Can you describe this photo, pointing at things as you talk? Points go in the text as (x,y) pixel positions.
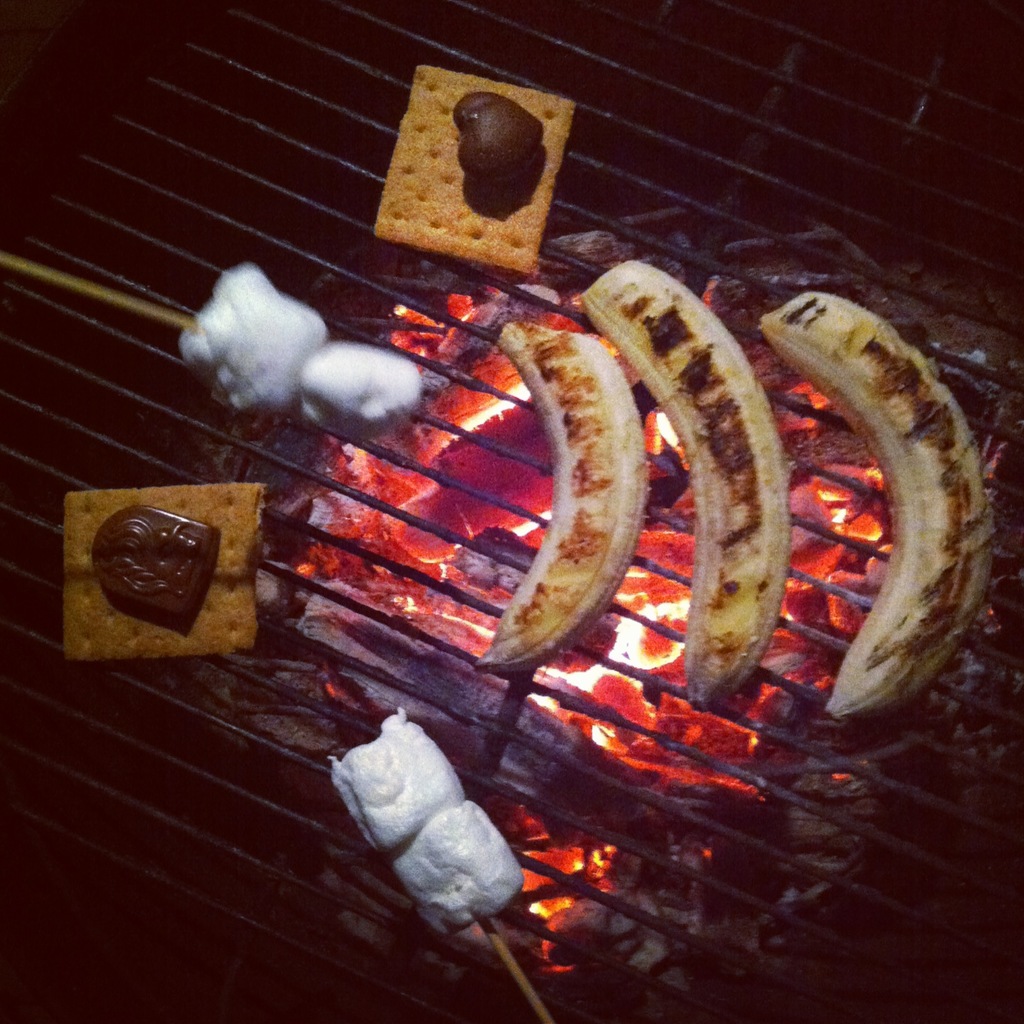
In this picture we can see food items (536,105) on a grill (339,104) and below this grill (962,198) we can see a fire (571,326).
